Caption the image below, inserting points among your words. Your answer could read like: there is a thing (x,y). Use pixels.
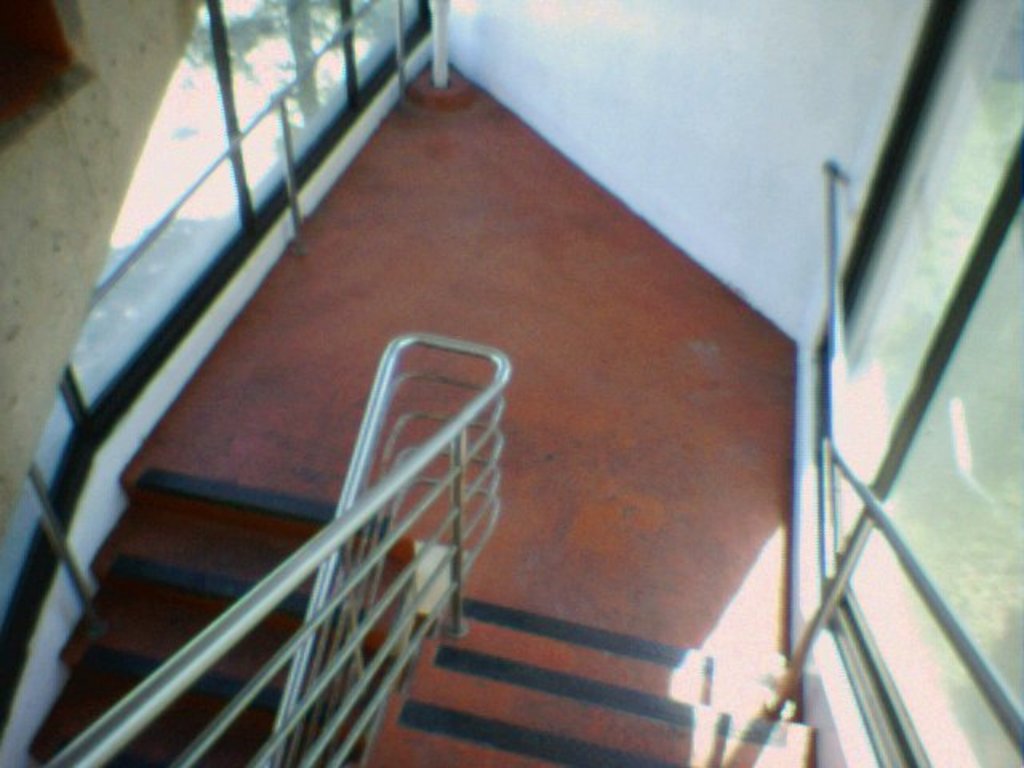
Here I can see the stairs (220,496) and a railing (335,583). On the right (898,308) and left side of the image (210,160) I can see the glass (904,533). On the top of the image (610,56) there is a wall (616,41).
